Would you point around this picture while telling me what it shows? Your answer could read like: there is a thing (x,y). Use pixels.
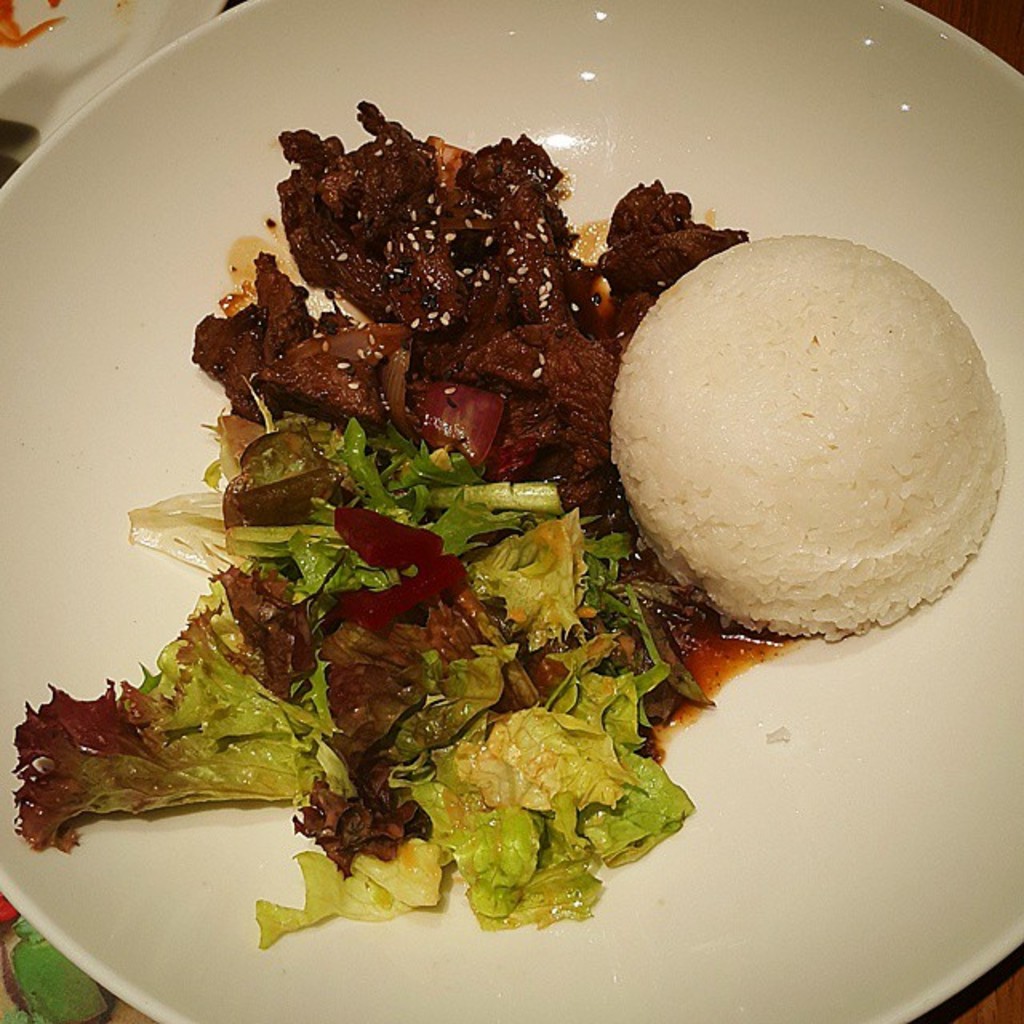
Here I can see a plate (138,371) which consists of some food item (539,391) in it.
